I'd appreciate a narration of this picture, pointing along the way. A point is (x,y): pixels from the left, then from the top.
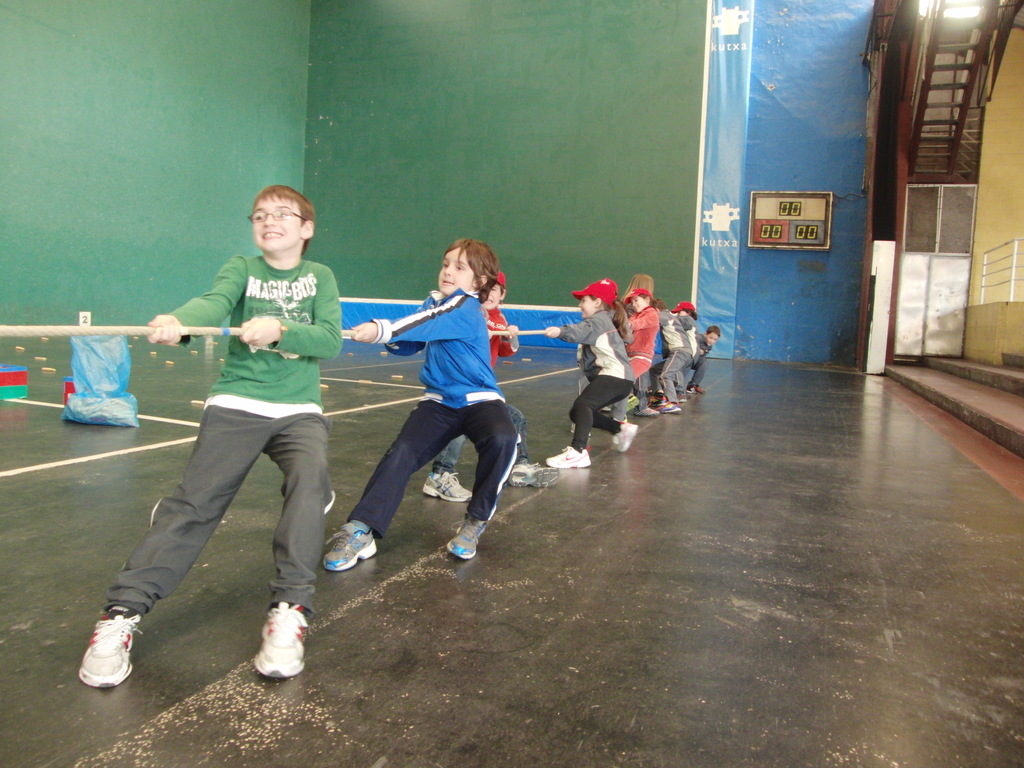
This picture describes about few people (637,362), they are holding a rope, beside to them we can find a cover (79,366) and other things (13,376) on the floor (136,447), in the background (824,202) we can see a notice board (812,216), metal rods (956,120) and a door (912,287).
